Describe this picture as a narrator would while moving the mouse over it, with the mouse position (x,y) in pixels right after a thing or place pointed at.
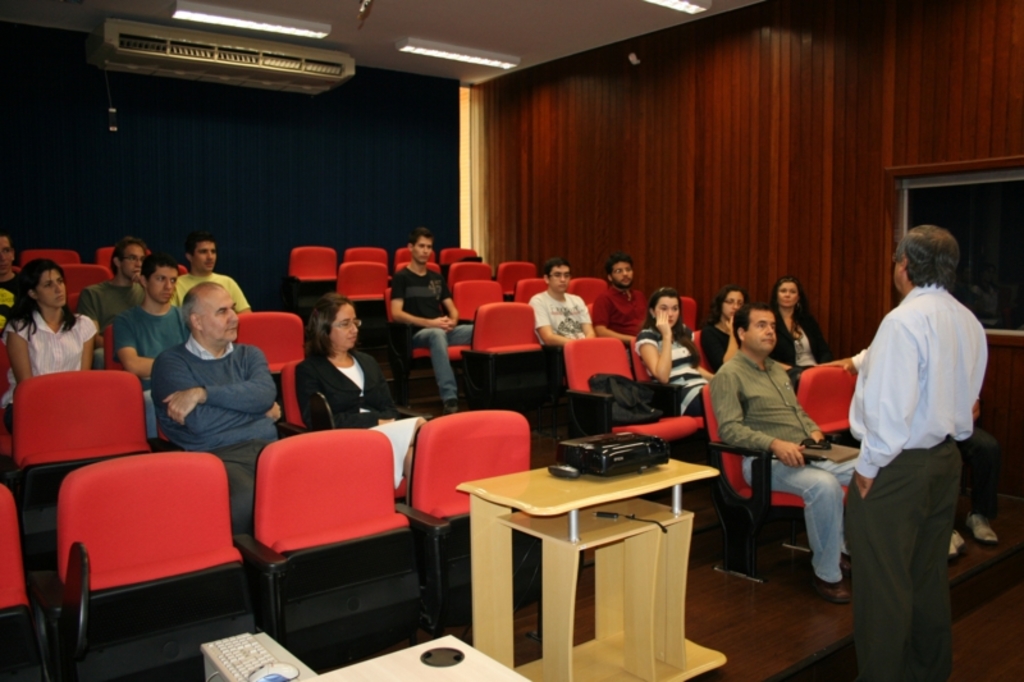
This is the picture of inside of the room (509,100). There are group of people (191,425) sitting on the chair (92,581) and at the right side of the image (894,357) there is a person (875,426) standing and there is a projector (647,460) on the table (609,634). At the top (678,7) there are lights (499,58).
